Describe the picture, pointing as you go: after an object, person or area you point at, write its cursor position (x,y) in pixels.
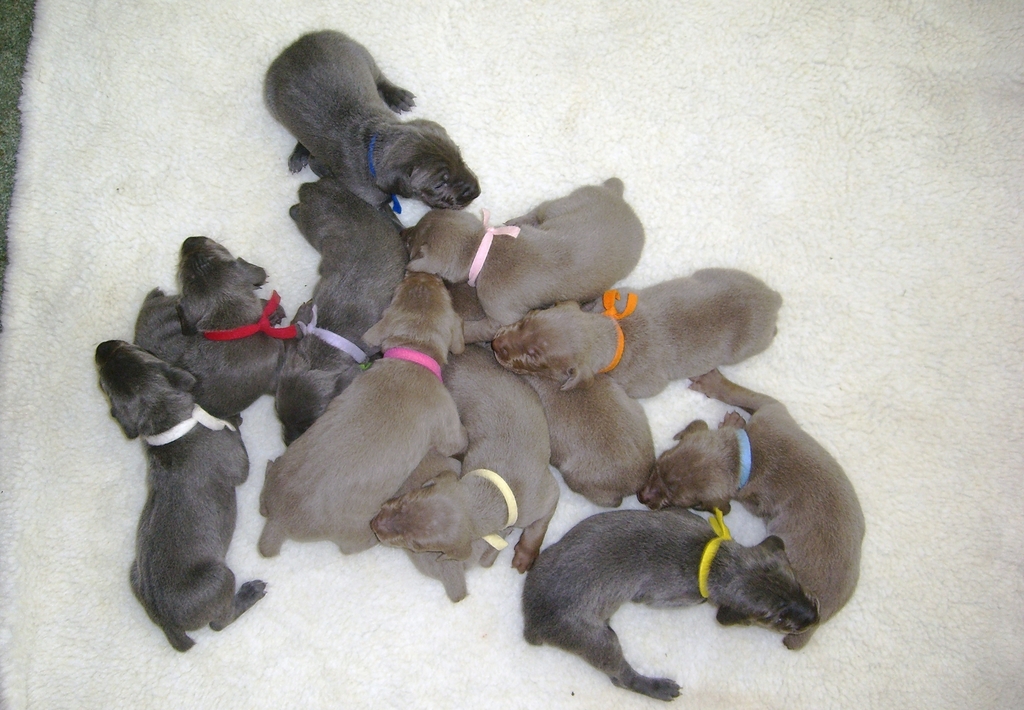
In the foreground of this image (455,670), there are puppies (543,438) on a white surface (196,65) and on the left top (19,37), there is grass (15,45).
